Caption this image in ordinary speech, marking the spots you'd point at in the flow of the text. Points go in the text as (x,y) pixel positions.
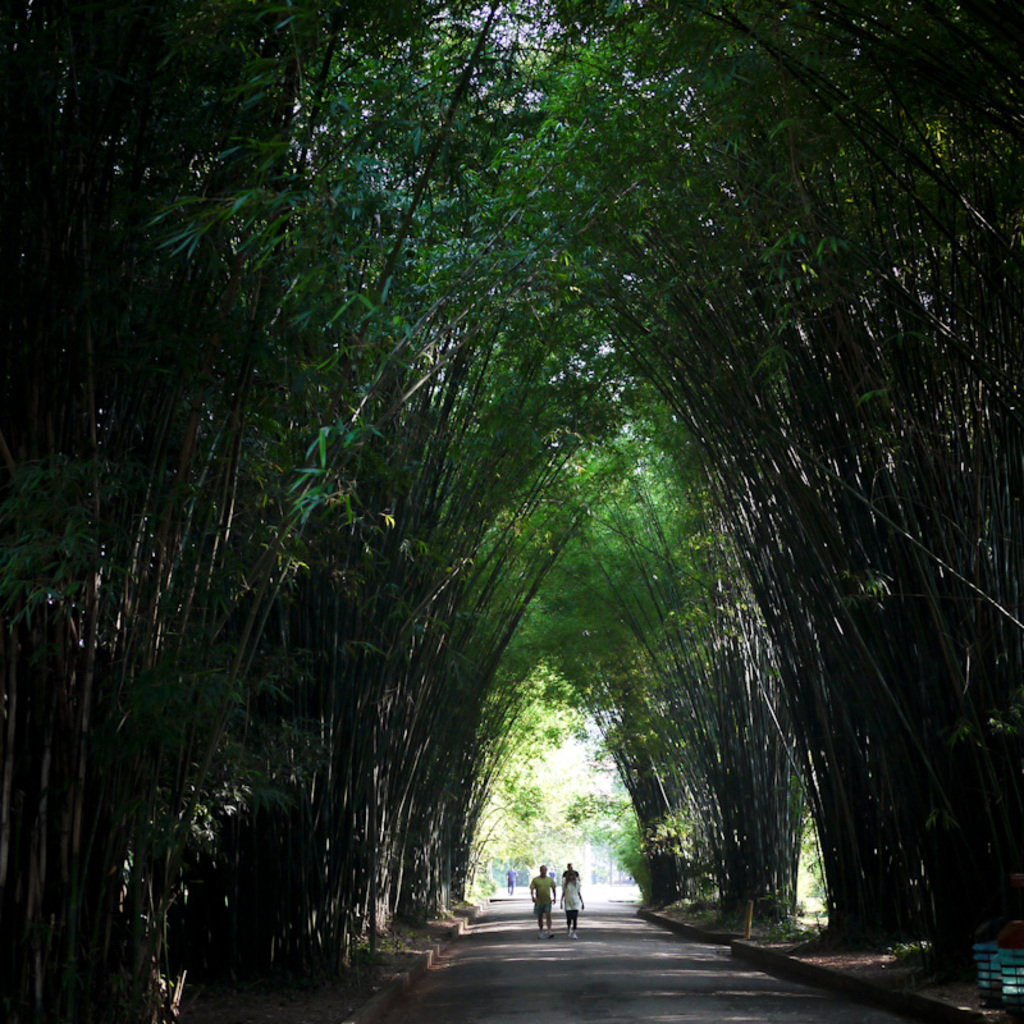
This picture is clicked outside. In the center (509,656) we can see the group of people (571,903) and we can see the trees (637,771) and some other items (1022,936).
